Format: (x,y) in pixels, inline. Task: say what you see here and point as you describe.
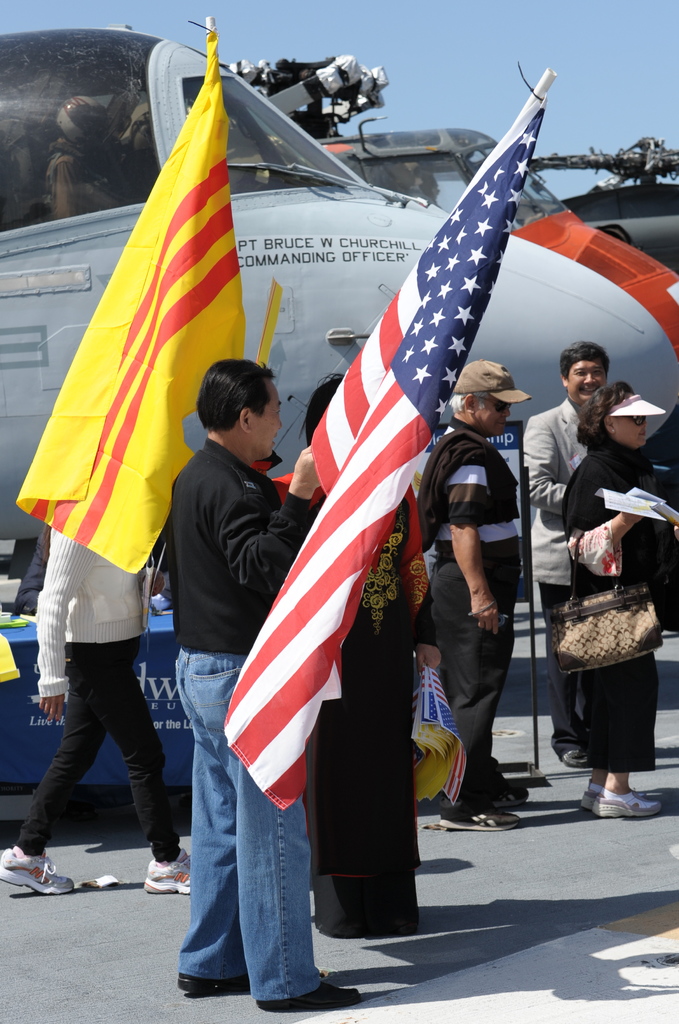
In the image there are few people (458,584) holding flags (366,514) and standing on the road (380,963) and behind them there are aeroplanes (431,206) and helicopters (606,244), and above its sky (293,17).
